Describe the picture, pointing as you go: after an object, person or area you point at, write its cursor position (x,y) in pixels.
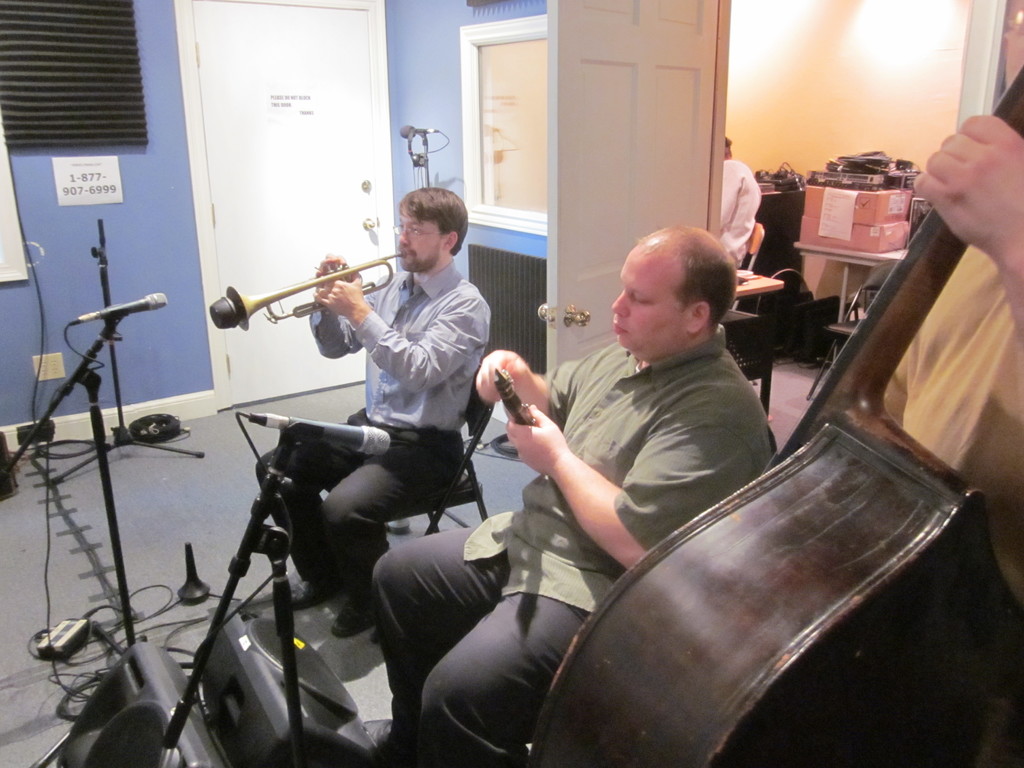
In this image I can see three persons (609,415) and I can see all of them are holding musical instruments (305,311). In the front of them I can see two mics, wires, two speakers (131,681) and few things (191,572) on the floor (72,571). In the background (581,156) I can see two doors (573,123), a paper (119,186) on the wall (153,160). one more mic (414,130), a stand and on the paper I can see something is written. On the right side of this image (813,194) I can see few boxes (885,217) on the table (833,252) and I can also see few other stuffs (831,179) near it.
